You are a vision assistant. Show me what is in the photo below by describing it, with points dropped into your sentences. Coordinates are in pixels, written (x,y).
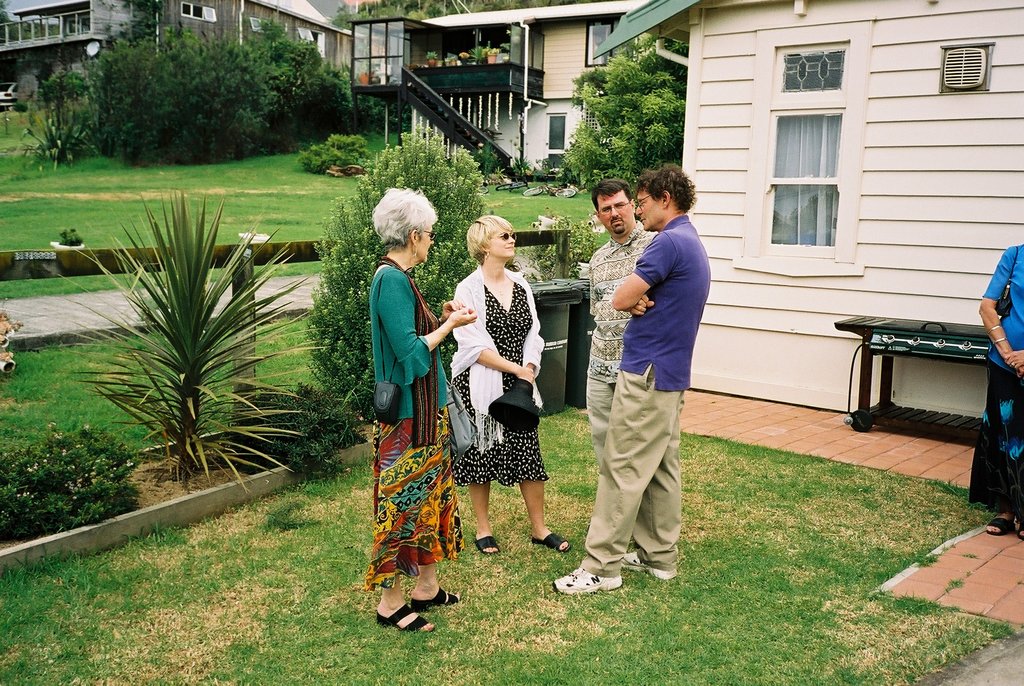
In the center of the image (487,281) we can see persons (400,322) on the grass (345,470). In the background (54,151) we can see houses (419,120), trees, grass (72,385), plants (158,278) and car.
